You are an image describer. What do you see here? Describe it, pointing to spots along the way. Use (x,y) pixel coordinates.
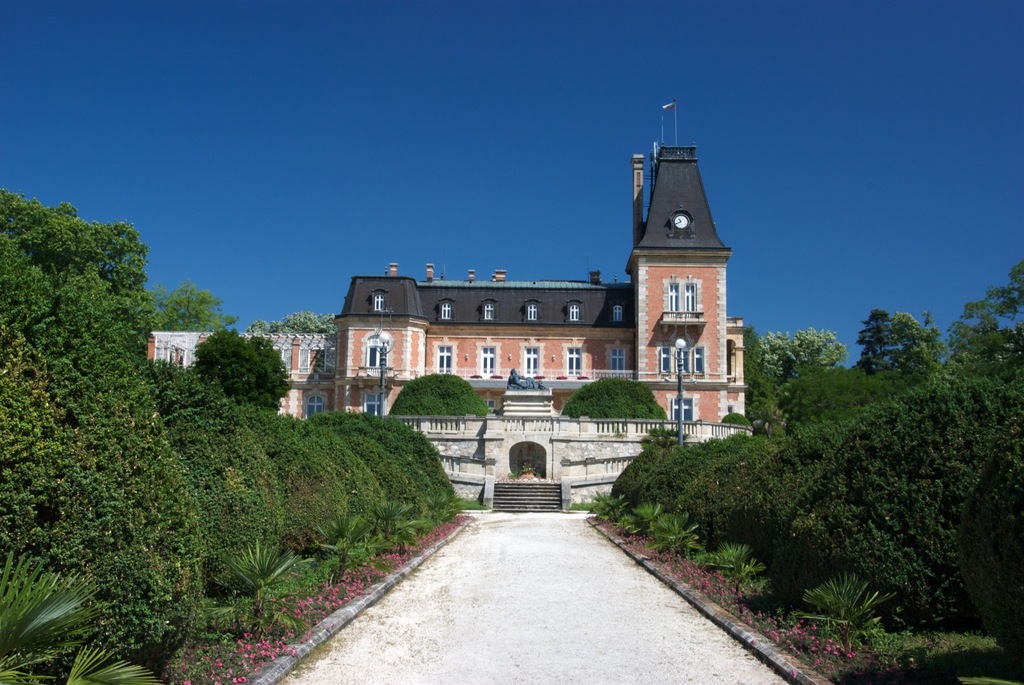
In this image there is the sky (818,99), there is a building (499,299), there are windows (537,348), there is a streetlight (684,344), there is a pole (681,403), there are trees (888,460) truncated towards the right of the image (898,444), there are trees (164,460) truncated towards the left of the image (16,347), there are flowers (357,582), there are staircase (537,497).
